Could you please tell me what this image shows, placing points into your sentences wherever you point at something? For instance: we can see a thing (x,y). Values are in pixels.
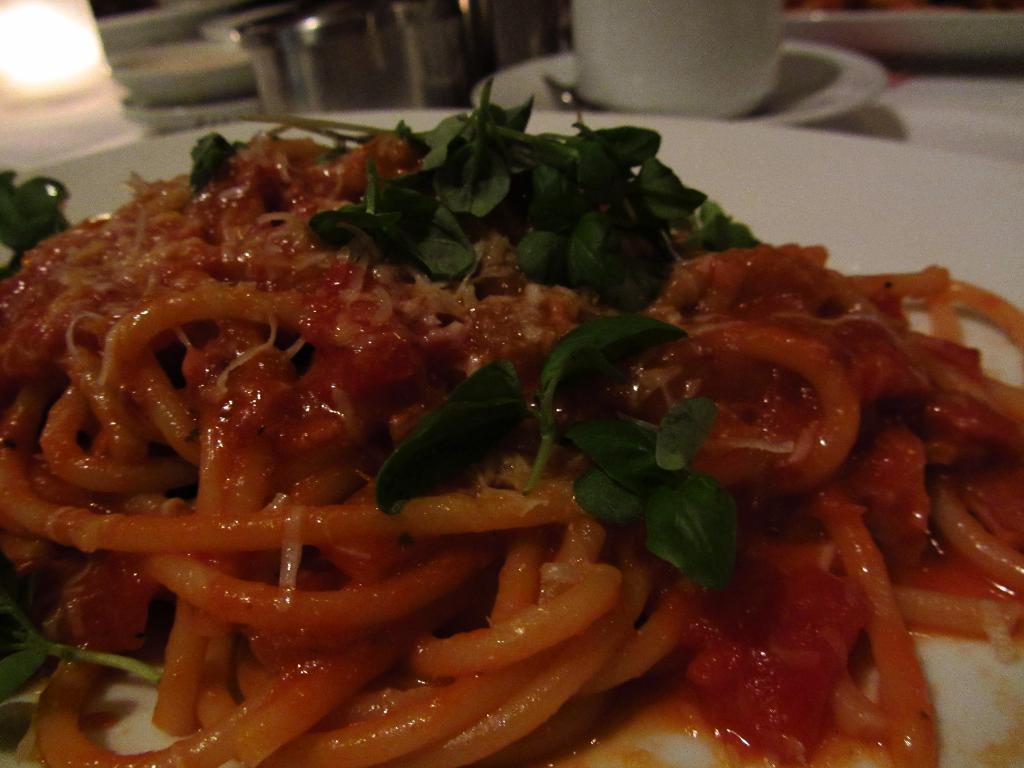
In this image I can see food (746,271) which is in green and red color. Background (644,43) I can see a cup (700,112) in white color.
